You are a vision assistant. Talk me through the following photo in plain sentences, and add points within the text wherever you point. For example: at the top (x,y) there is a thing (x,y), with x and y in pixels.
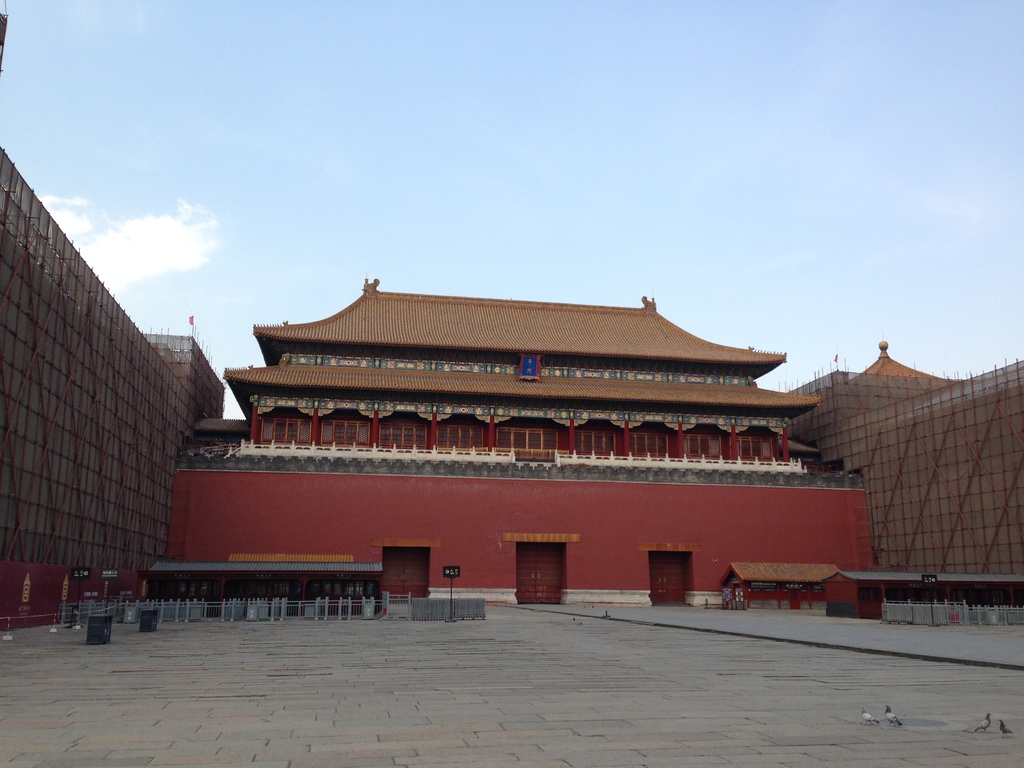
In the picture we can see a house building (467,594) which is a Chinese construction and besides to it, we can see a wall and near it, we can see a path (286,756) and with some houses (984,591) and railings (266,611) and to the house (486,589) we can see a door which is brown in color.
